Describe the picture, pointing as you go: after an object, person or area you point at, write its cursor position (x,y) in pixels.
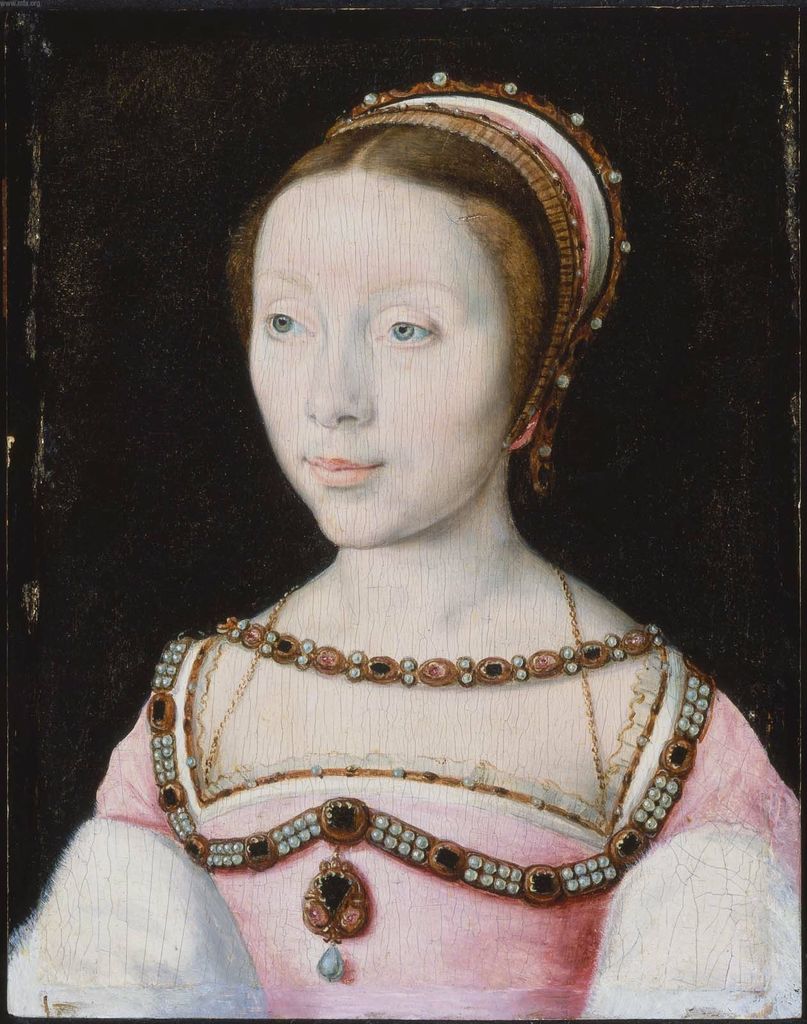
As we can see in the image is painting (364,540) of a woman (348,702) wearing pink color dress (402,914).
